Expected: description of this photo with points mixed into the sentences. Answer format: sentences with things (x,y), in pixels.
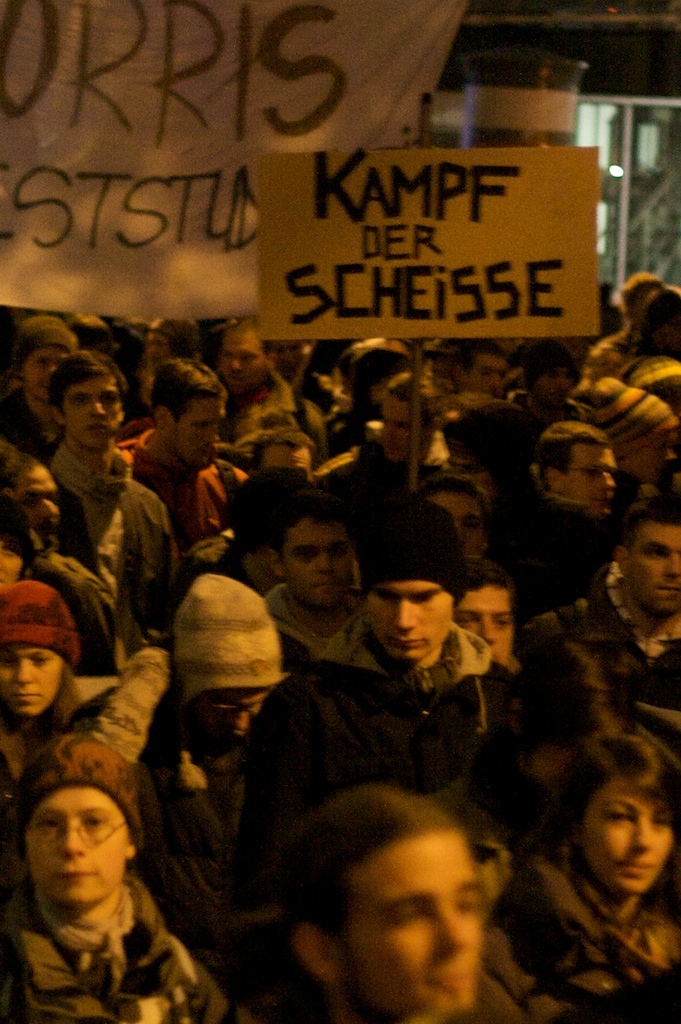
In the picture we can see many people (395,864) are standing and two people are holding the boards (51,225) written something on it and in the background (494,74) we can see a part of the pillar (501,126) and glass wall (651,143).
